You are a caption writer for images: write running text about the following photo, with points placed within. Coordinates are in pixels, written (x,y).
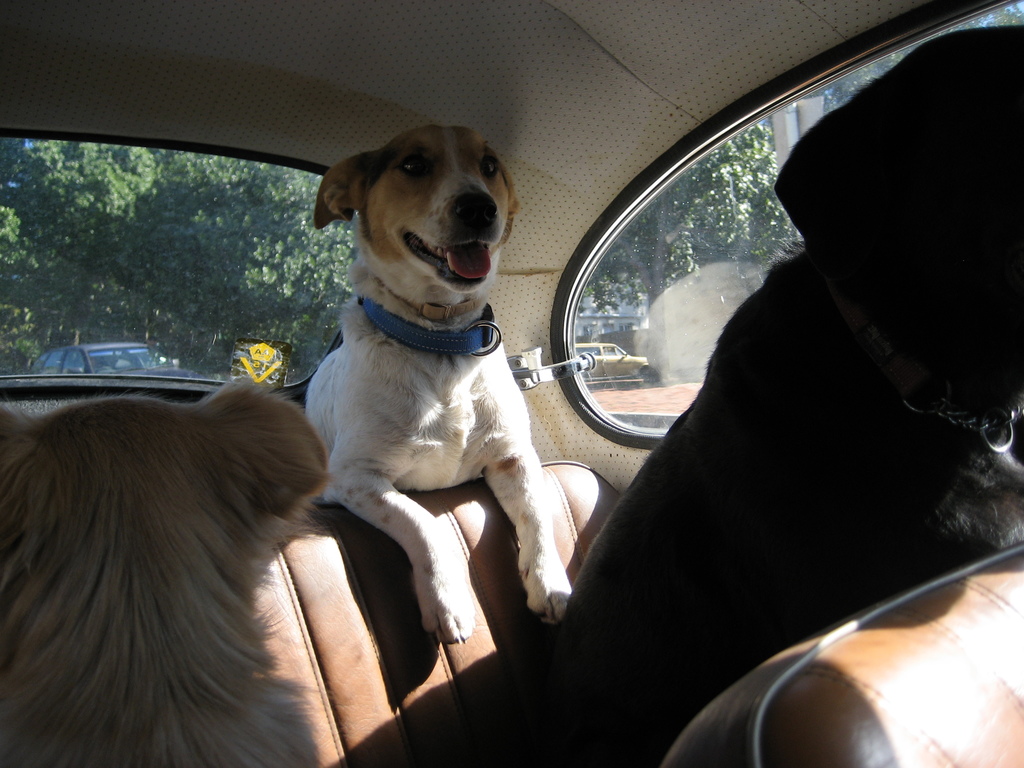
In this image there are three dogs (600,609) sitting in the car (408,579). At the back side (191,253) we can see a trees (241,198).
